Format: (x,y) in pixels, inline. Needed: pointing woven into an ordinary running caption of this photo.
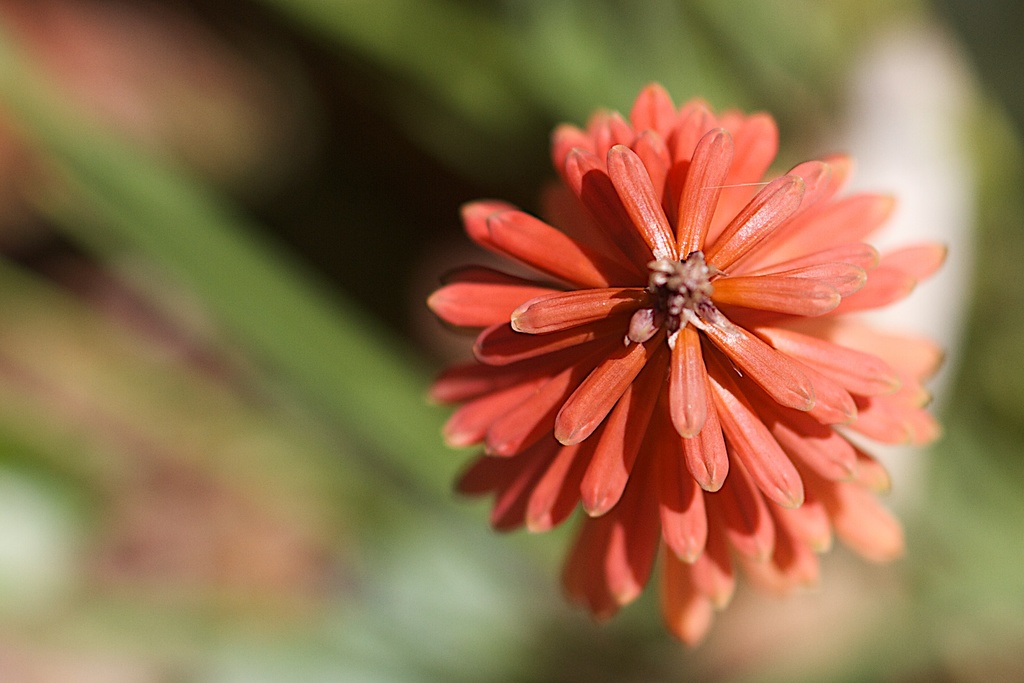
It is a beautiful flower (717,319) which is in orange color.
